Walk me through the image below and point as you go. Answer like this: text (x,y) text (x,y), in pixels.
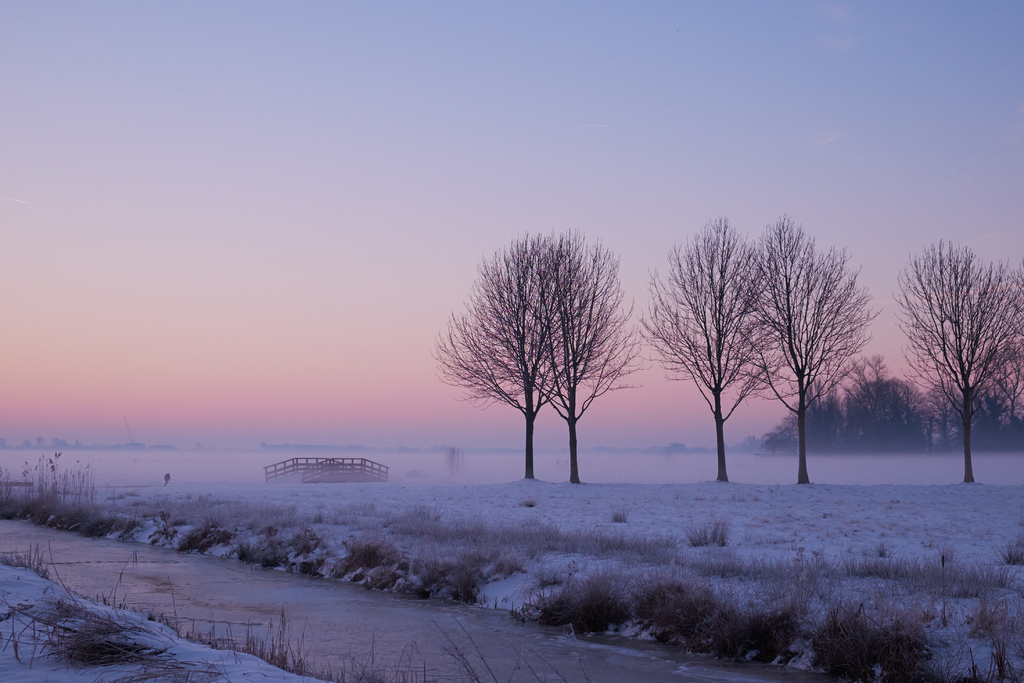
In this image we can see trees (854,344), grass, snow (690,491) and other objects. At the bottom of the image (718,520) there is the grass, plants (117,640), frozen stream (278,609) and snow (66,676). At the top of the image (956,77) there is the sky (484,433).
